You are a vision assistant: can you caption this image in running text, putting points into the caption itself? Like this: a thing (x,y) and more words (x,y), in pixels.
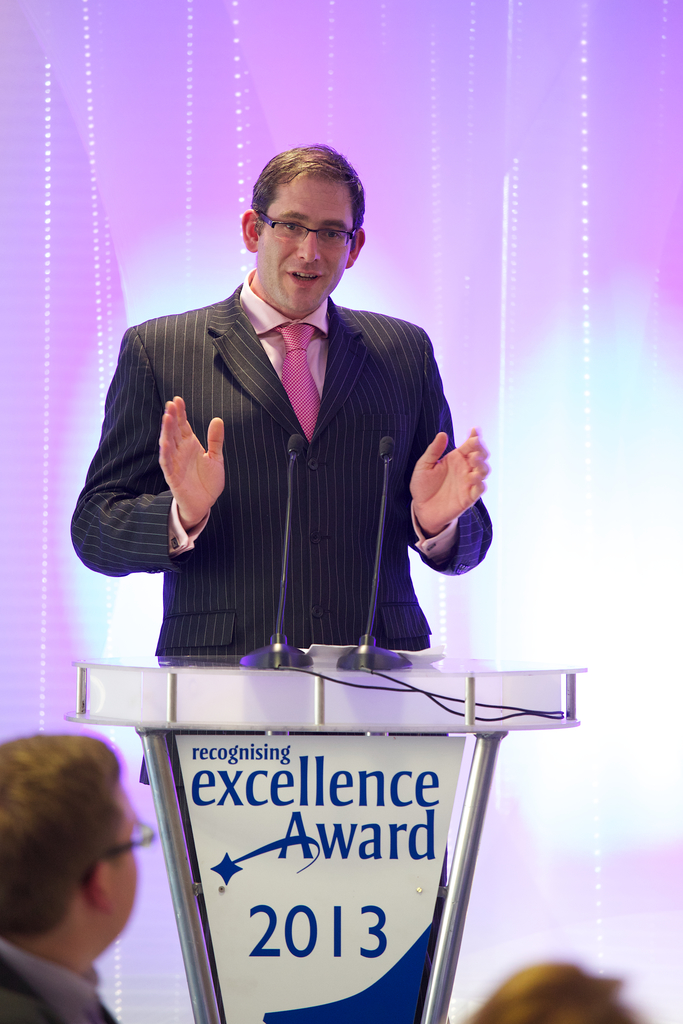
In this image we can see a person (370,390) wearing the glasses (291,222) and also the suit (268,458) and standing in front of the podium (361,757) and we can also see the text (344,781) on the podium (326,823). Image also consists of mike's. In the background (551,52) we can see the screen (514,258). At the bottom (32,858) we can see two persons (32,858).
